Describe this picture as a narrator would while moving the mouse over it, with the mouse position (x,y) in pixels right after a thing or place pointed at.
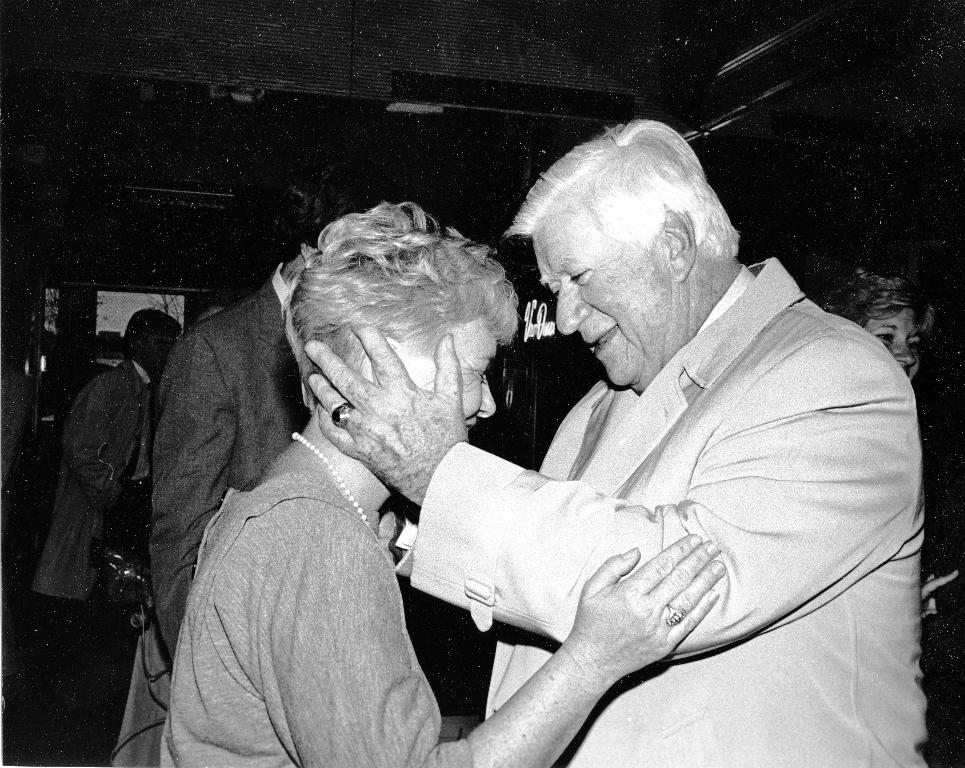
In this picture we can see a man (531,609) holding a woman (479,333). Few people (53,505) and some trees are visible in the background (56,294).
